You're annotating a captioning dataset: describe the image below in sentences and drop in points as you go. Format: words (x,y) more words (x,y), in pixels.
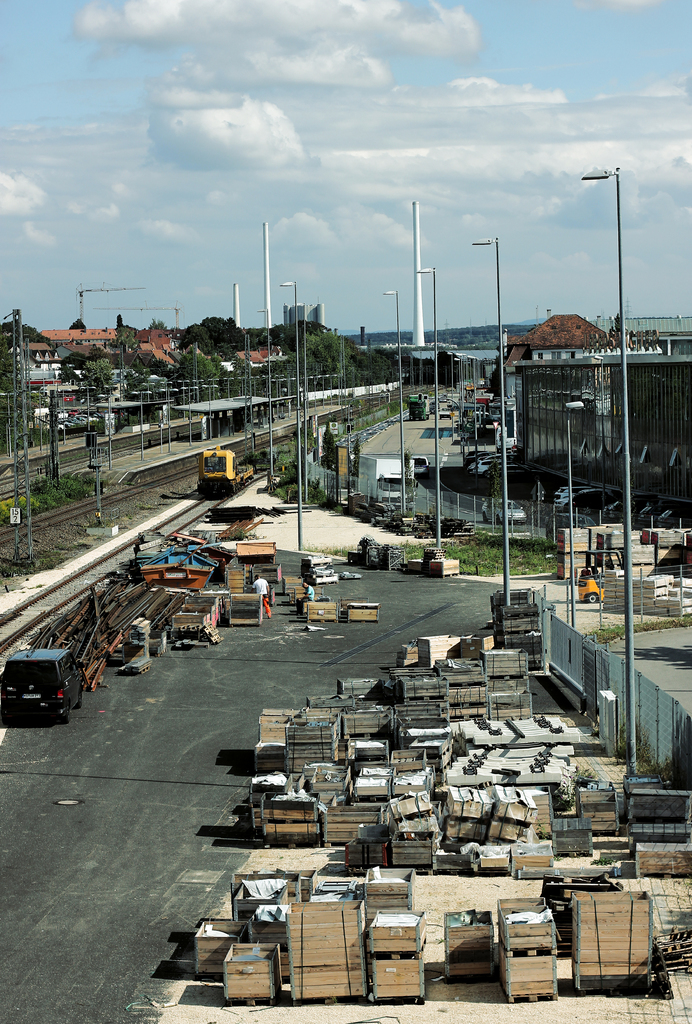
In this image there are buildings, train (217,479) on the track (197,504), few objects (300,723) on the road (150,668), trees (355,448), poles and the sky (480,116).
